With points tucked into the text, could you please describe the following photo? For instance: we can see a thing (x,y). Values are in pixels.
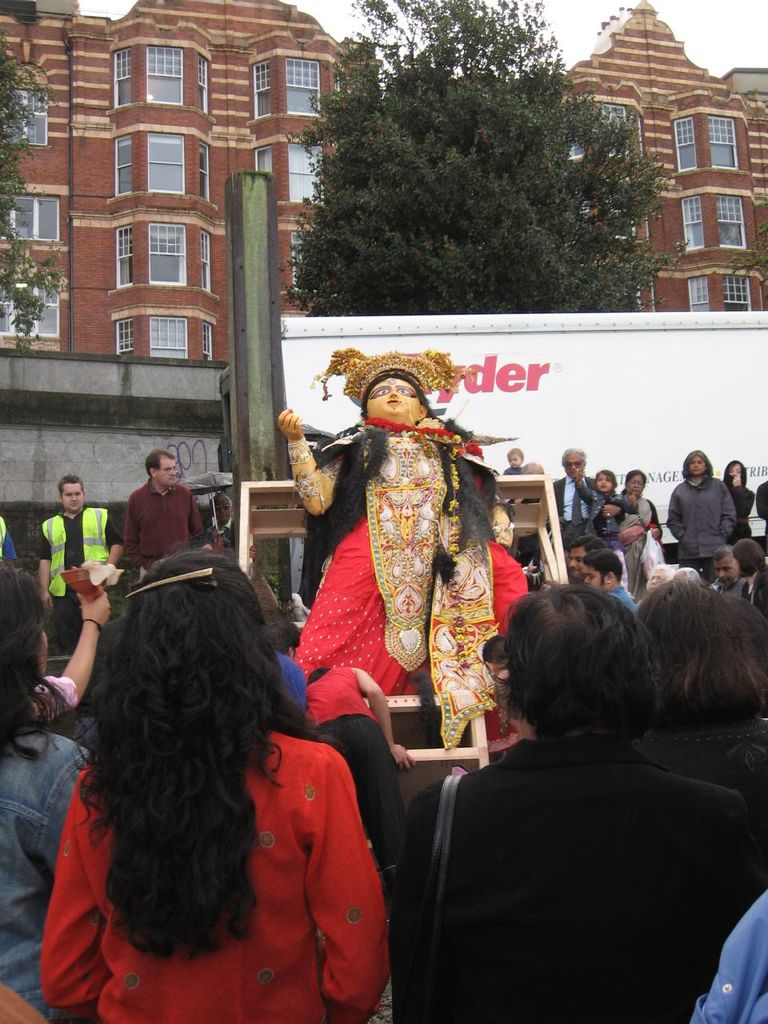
In this image we can see a statue (388,596) on the dais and persons (137,513) standing around it. In the background (392,124) there are buildings (201,226), trees (364,209) and sky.
